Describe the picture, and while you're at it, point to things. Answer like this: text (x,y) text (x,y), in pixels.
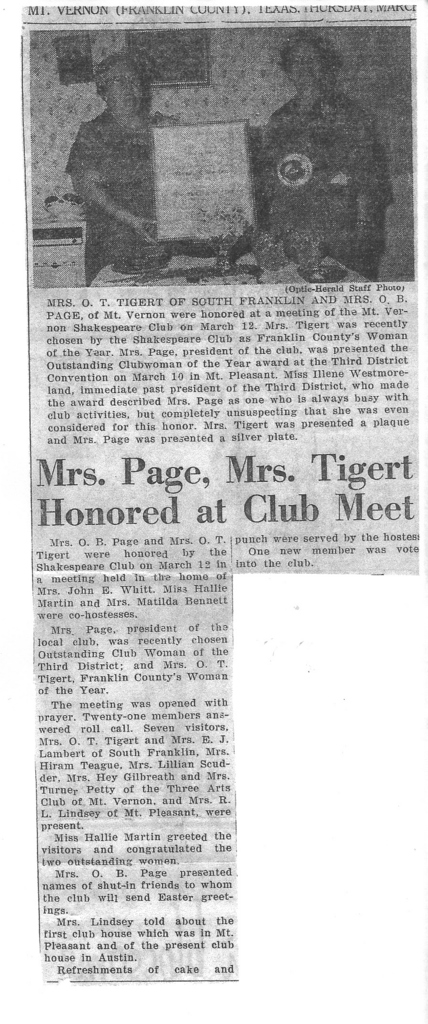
In this image I can see a newspaper article (152,507) and on top of the image (193,192) I can see a picture (166,187) of two persons (343,163) standing and holding a white colored board (210,145). I can see this is a black and white picture.
